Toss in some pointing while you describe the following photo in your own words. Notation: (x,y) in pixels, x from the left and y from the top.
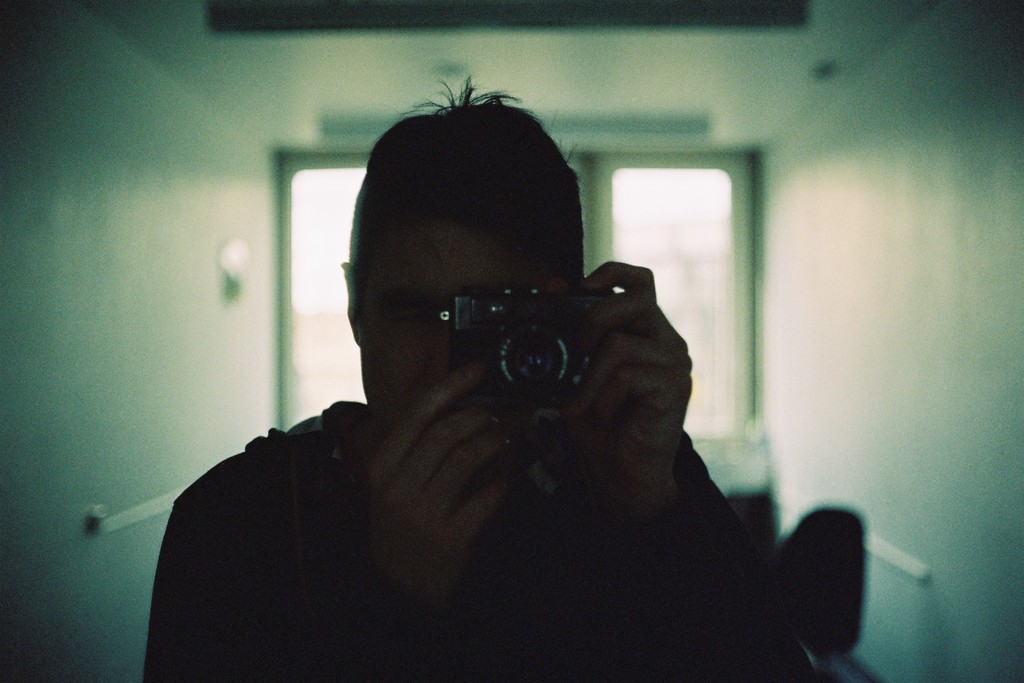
In this picture a guy (400,285) is holding a black camera (501,358) with both of his hands (593,332) and clicking an image. In the background (316,268) we observe a glass window (693,236).
